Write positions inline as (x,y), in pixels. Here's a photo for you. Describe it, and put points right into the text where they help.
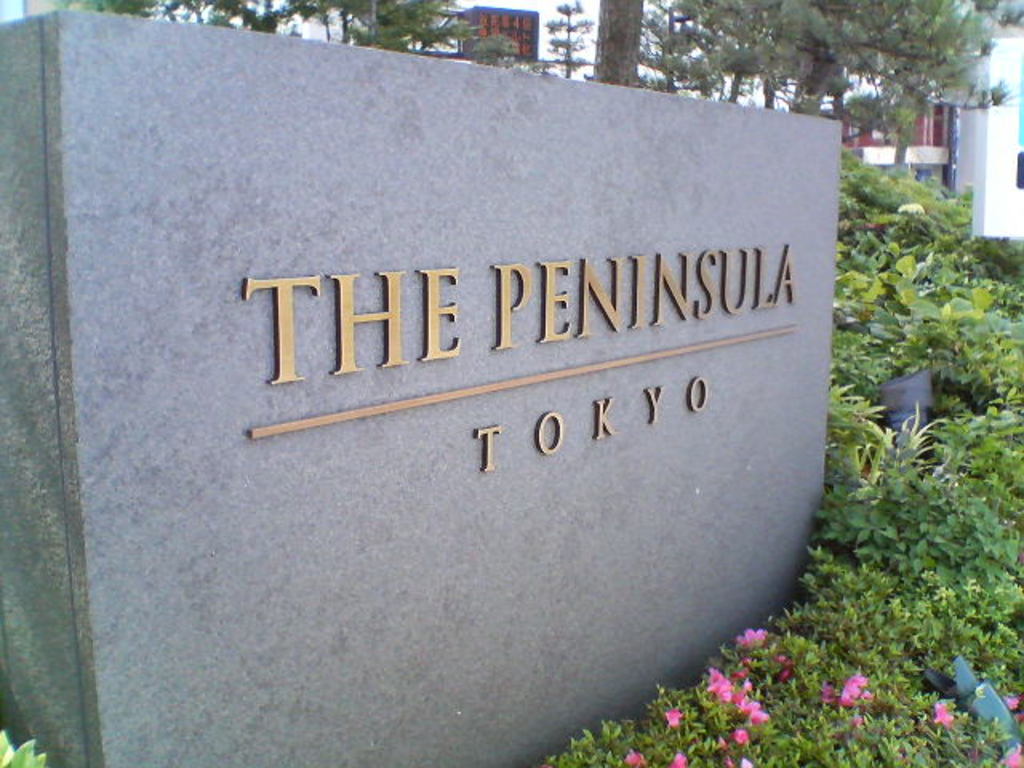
In the center of the image (471,409) there is a wall (525,535) with some text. In front of the wall (364,500), we can see plants (866,548) with flowers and some objects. In the background (866,98), we can see buildings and trees (603,38).
